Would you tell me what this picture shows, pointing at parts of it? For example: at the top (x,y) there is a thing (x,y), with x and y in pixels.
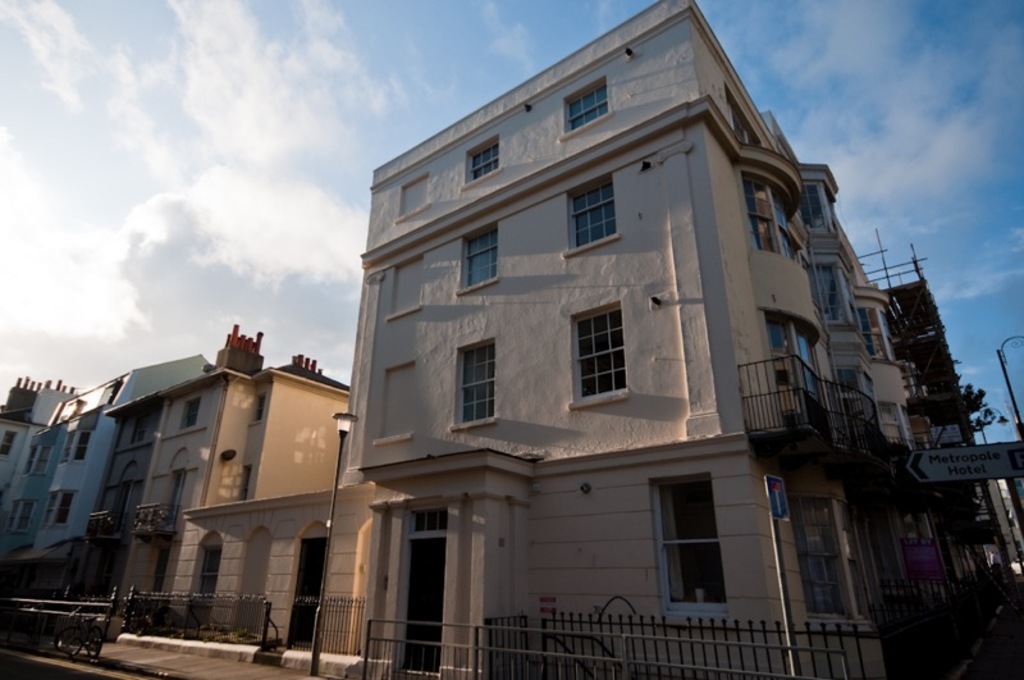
In this picture we can see few buildings (249,346), metal rods (787,419), poles (776,546) and fences (541,637), and also we can see clouds (114,277).
